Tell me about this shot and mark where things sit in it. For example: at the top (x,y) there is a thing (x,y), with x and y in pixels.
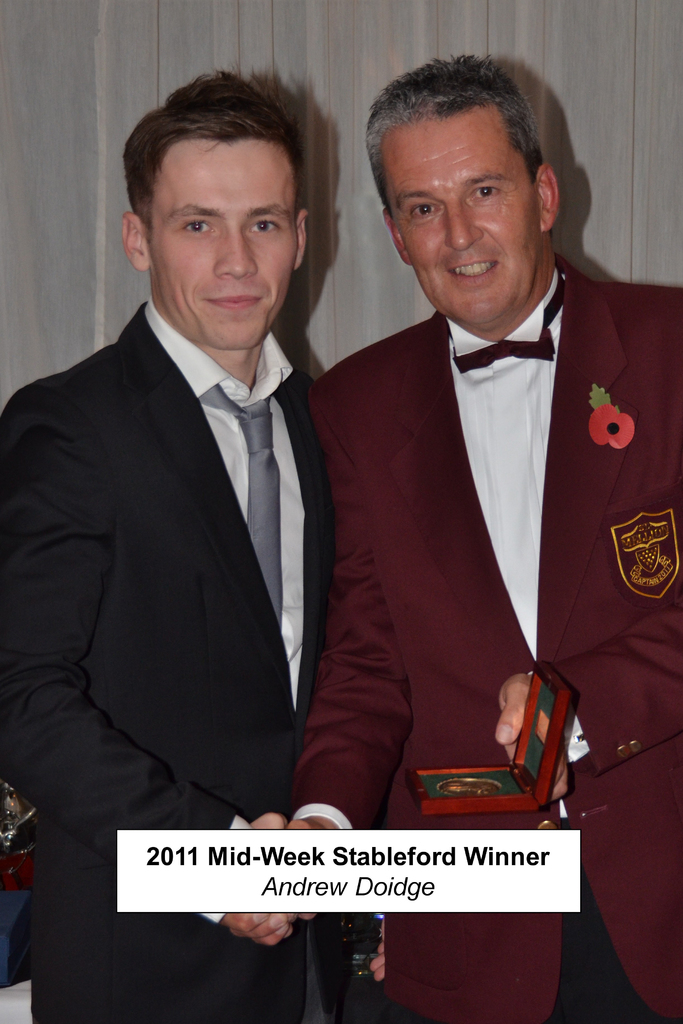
In this picture we can see two people (410,553) and one person (423,552) is holding an object (530,705), here we can see some text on it and we can see a wall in the background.
